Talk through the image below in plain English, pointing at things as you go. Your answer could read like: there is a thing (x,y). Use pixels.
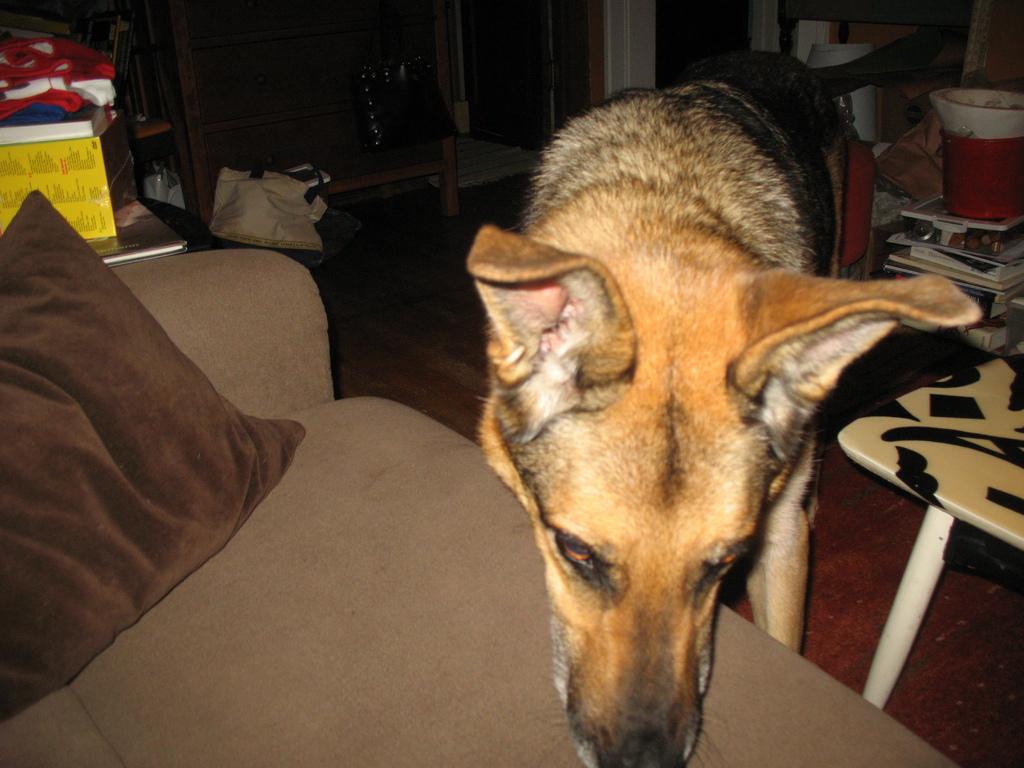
In this image we can see a dog (604,383), sofa (394,413), pillow (203,527). In the background of the image (574,44) there is door (517,47). To the right side of the image (855,440) there is a table (1021,403). There are books (919,254). At the bottom of the image (973,716) there is wooden flooring (951,725). To the left side of the image (63,47) there are objects (54,126).
